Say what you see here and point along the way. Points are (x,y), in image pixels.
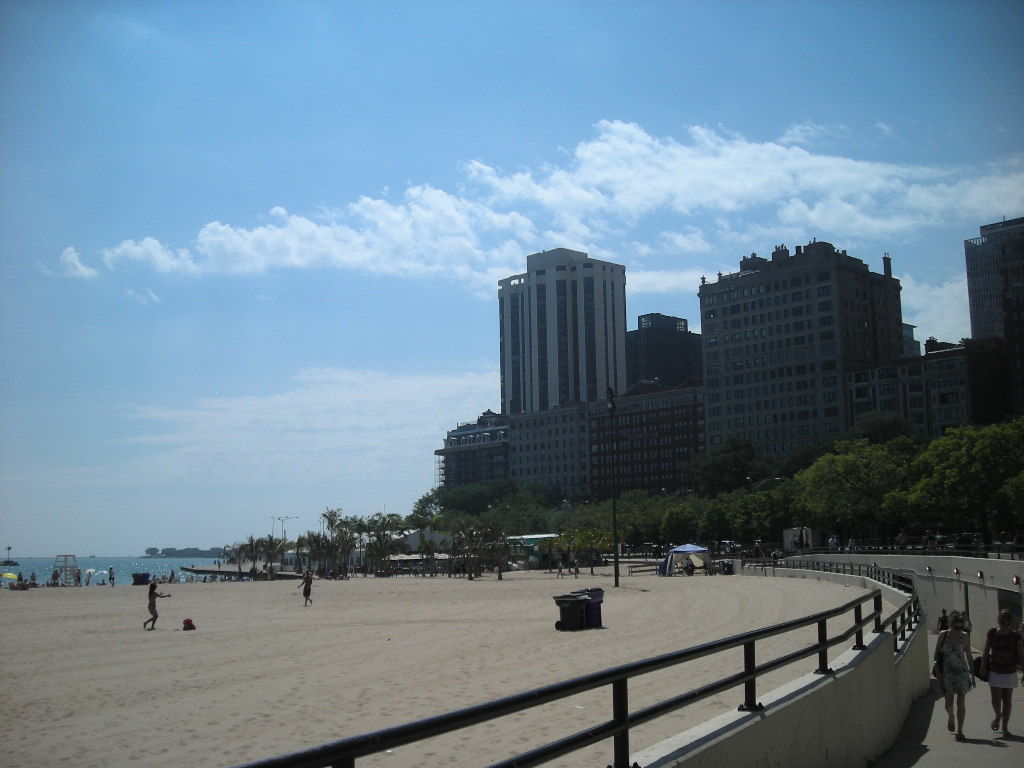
In the right corner of the image (950,651) there are few people (963,653) standing. Beside them there is a wall (950,601) with railing (826,641). On the sand (261,608) there are few people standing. And also there is a pole (617,553). In the image there are trees (589,544). Behind the trees (389,515) there are buildings (541,397) with glasses (588,317). And also there is water (107,563) on the left side of the image (196,565).
